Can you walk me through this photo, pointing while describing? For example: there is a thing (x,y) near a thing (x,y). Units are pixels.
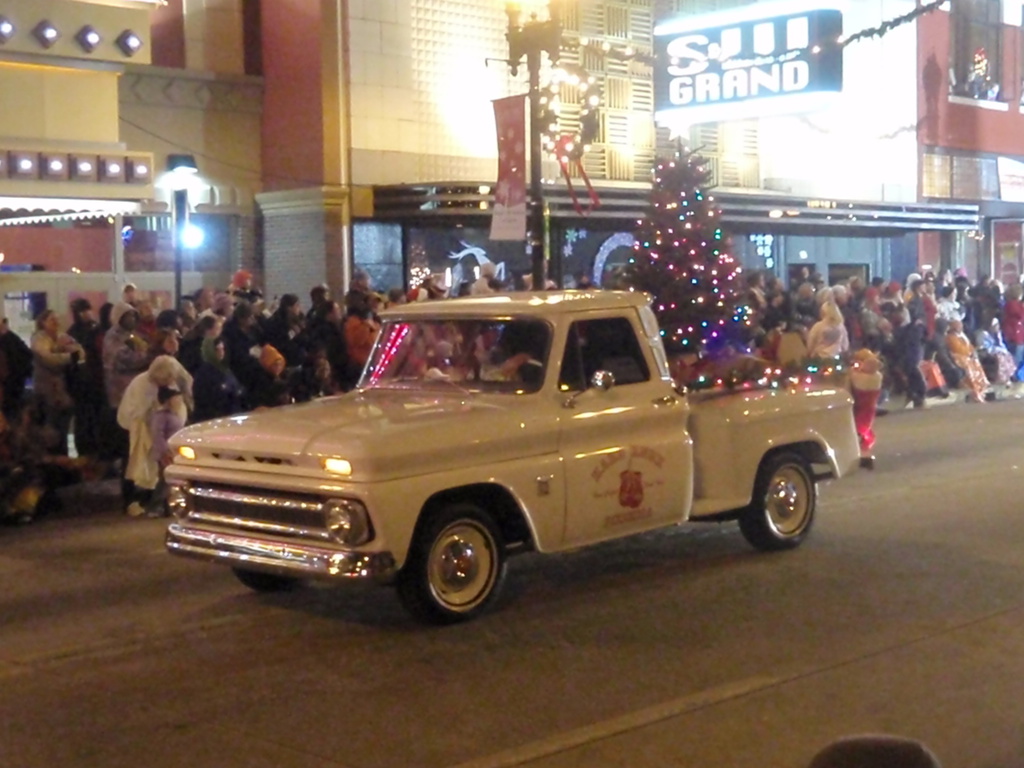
In this image there is a truck (400,464) on the road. Behind the truck (317,409) there are many people (327,301) standing. In the background (310,169) there are buildings (391,45). There are boards (762,89) with text (681,71) on the buildings (478,115). There are light poles (540,102) in the image. Behind the truck (572,533) there is a Christmas tree (691,282).
